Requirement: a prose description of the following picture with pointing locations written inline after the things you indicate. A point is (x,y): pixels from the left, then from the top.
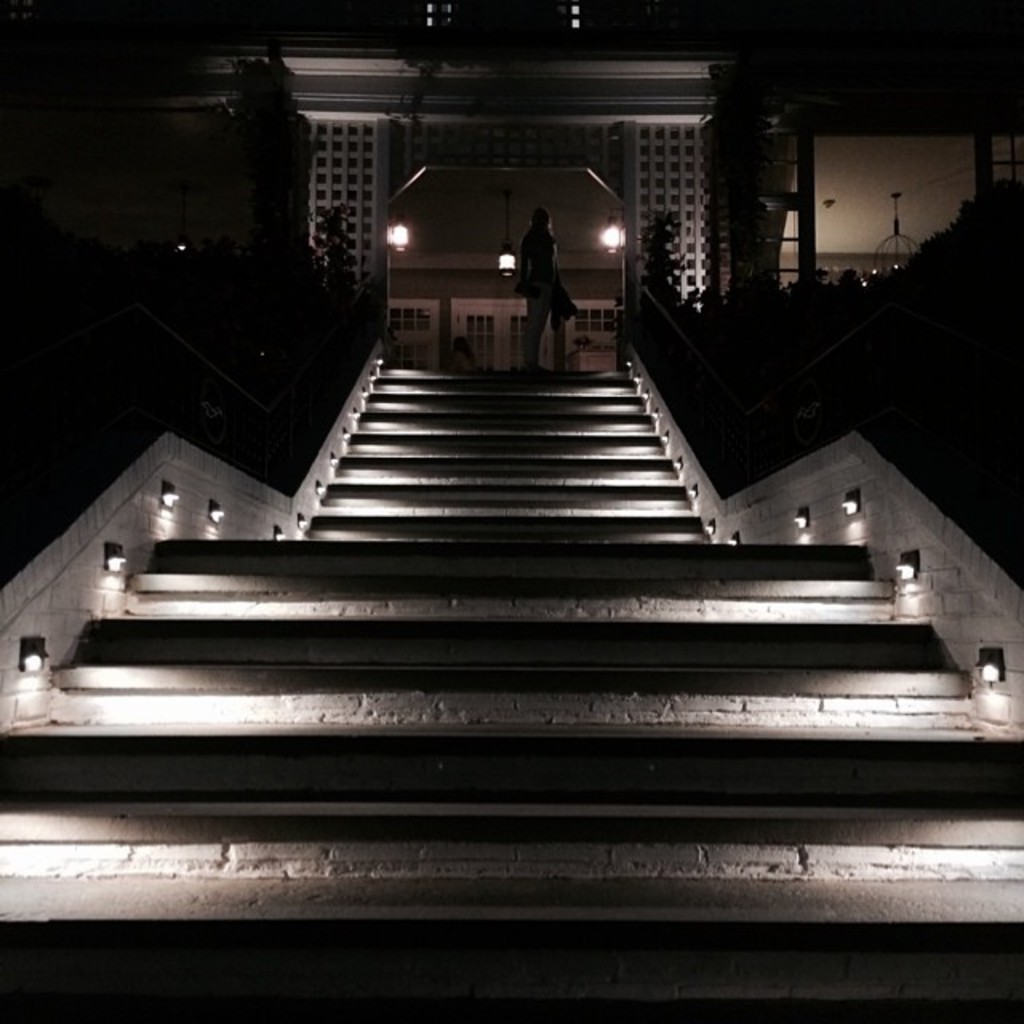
In this image there is a building (591,136) at top of this image (487,245) and there are stairs (217,762) in the bottom of this image (589,881). and there is one person (538,279) standing at top of this image (543,316). and there are some lights (382,363) arranged at left side of this image (326,480) and right side of this image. There are three lights (408,233) at top of this image (510,251).
